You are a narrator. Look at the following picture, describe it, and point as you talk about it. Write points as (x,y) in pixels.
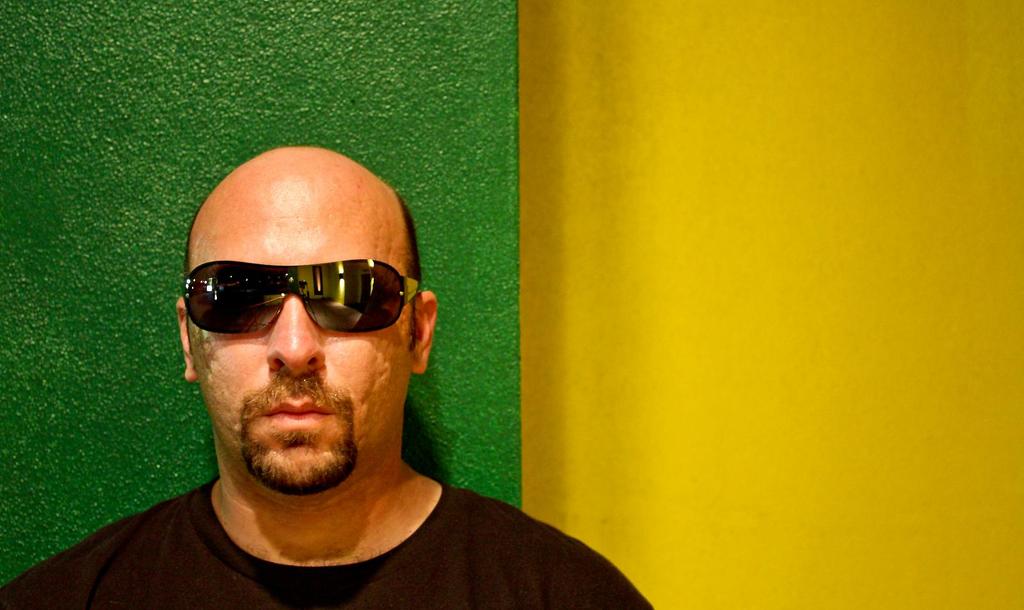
In this picture I can see there is a man (259,329) standing, he is wearing glasses (303,279) and there is a yellow color wall (711,150) at right side (691,150) and a green color wall (449,115) behind him.
